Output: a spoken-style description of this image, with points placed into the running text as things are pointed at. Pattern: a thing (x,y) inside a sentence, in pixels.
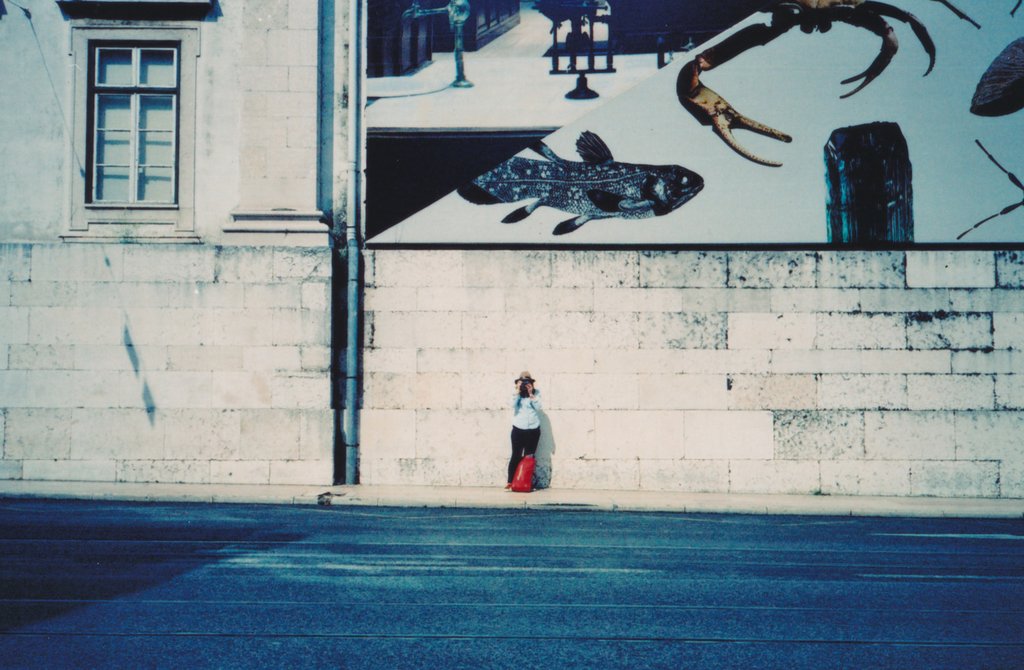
In this image I can see a person (521,454) standing and I can see a red color object (522,484) on the ground (490,500). Back I can see a wall (239,334), window (139,81) and the board (776,185) is attached to the wall (873,296). I can see few objects (680,169) in the board (663,175).
